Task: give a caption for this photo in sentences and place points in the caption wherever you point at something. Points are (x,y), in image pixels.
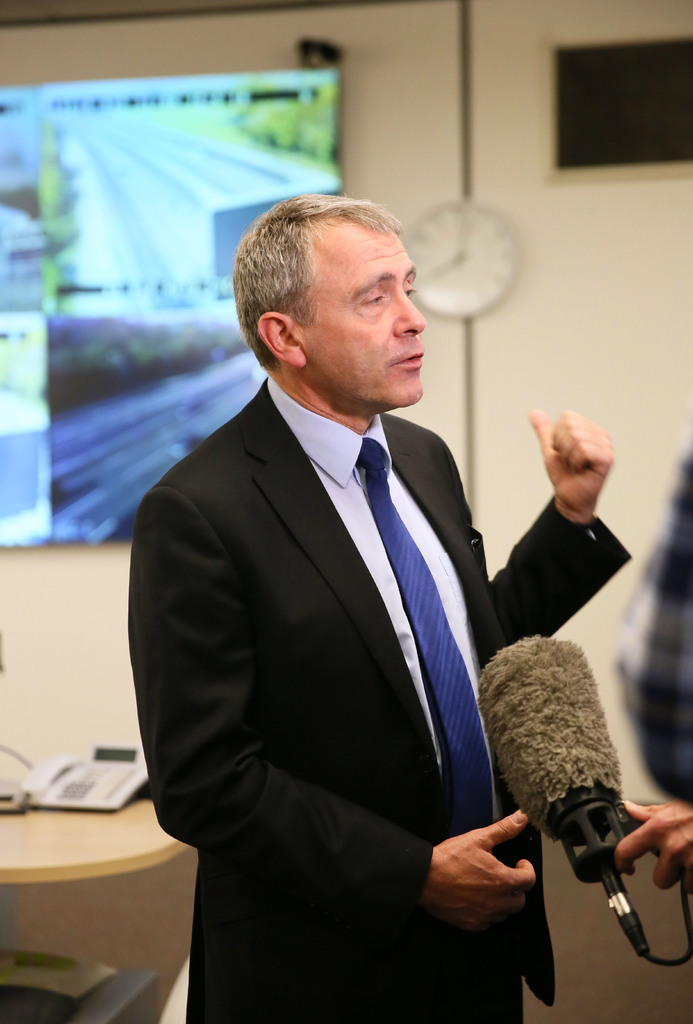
In the image there is a man (283,735) he is standing and speaking something, behind the man (267,695) there is a telephone (63,798), a table (136,834) and in the background (384,142) there is a wall (440,340), in front of the wall (493,367) there is a clock (455,283) and a screen (138,150).
